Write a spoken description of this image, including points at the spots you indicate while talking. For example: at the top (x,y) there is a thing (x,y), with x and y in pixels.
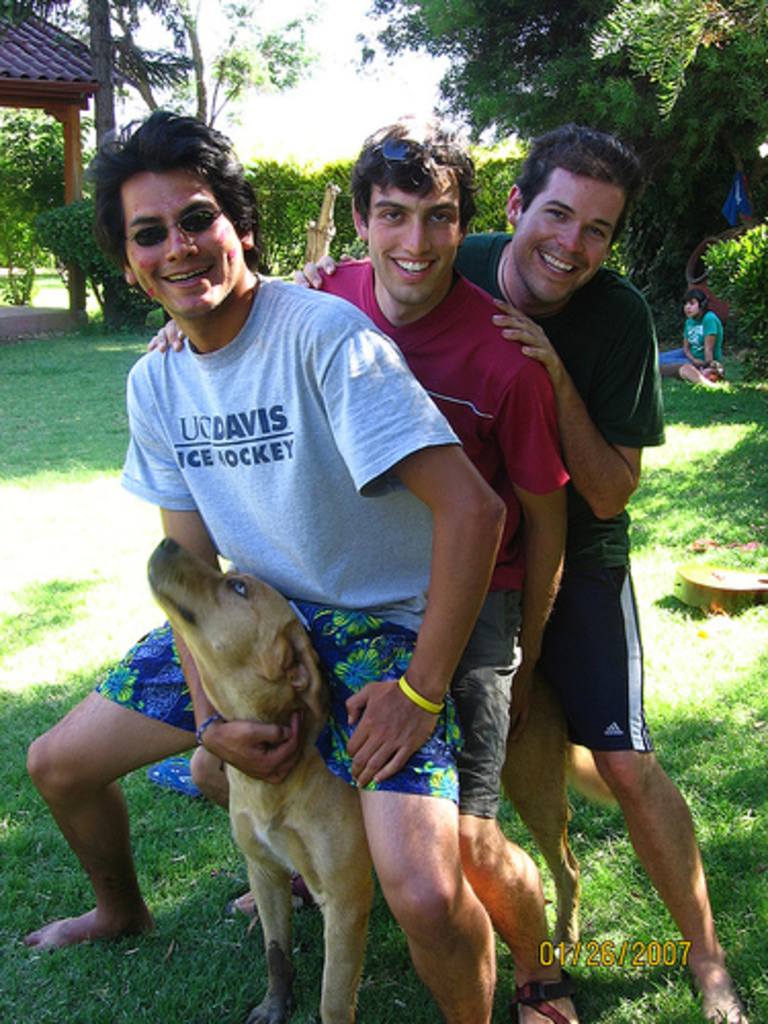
in this image the three persons (390,694) they are sitting on dog (231,785) and behind the persons (154,504) there are so many trees (546,103) and behind the person (656,372) one more person (708,334) is sitting on the grassy land (728,409) and the back ground (314,139) is very sunny.
